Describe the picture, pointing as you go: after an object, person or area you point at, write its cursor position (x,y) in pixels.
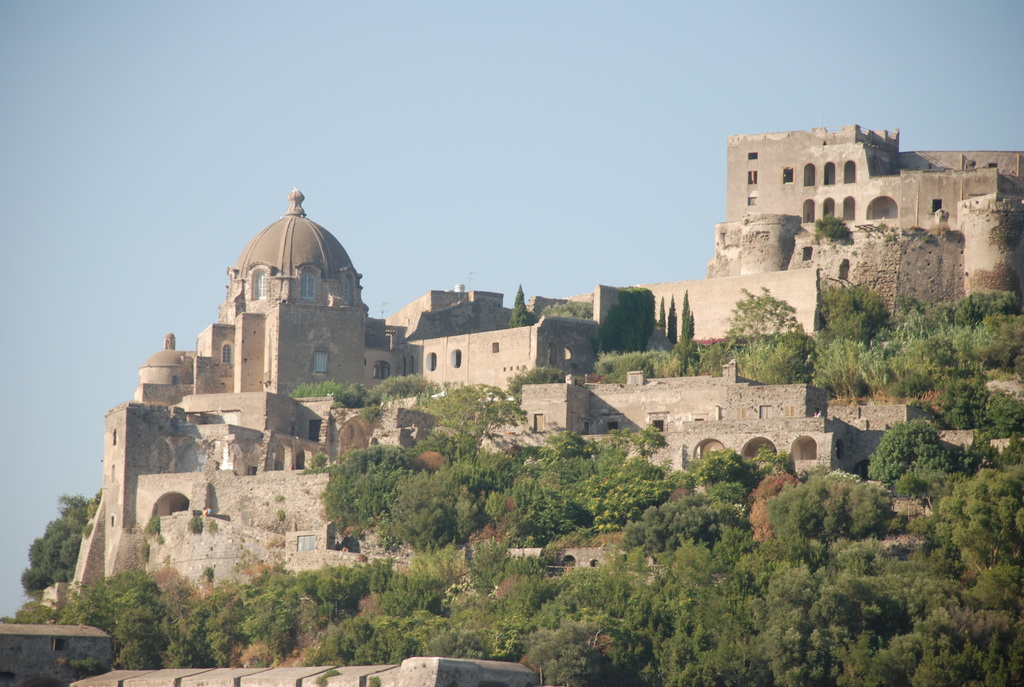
In this image I can see few trees (461,624) in green color, background (1012,245) I can see few buildings (541,398) in brown and cream color and the sky (389,99) is in blue color.
